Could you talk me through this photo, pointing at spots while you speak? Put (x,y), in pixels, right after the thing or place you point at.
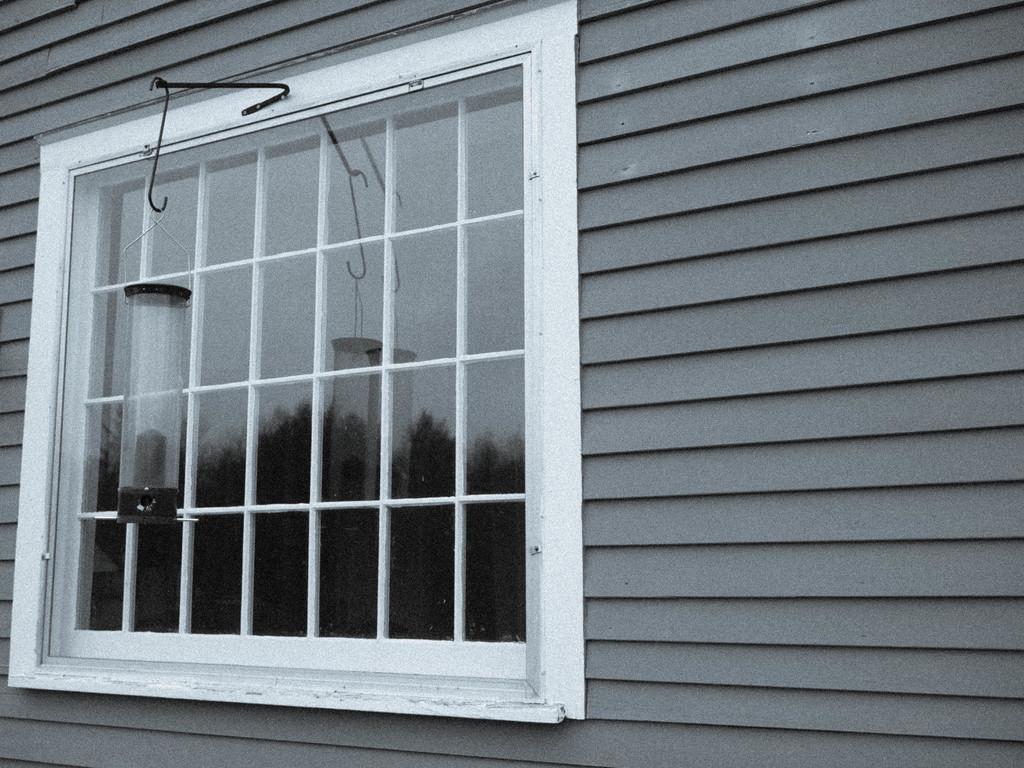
There is a white window (386,414) which has a glass (407,619) and a bird feeder (143,491) is hanging.
